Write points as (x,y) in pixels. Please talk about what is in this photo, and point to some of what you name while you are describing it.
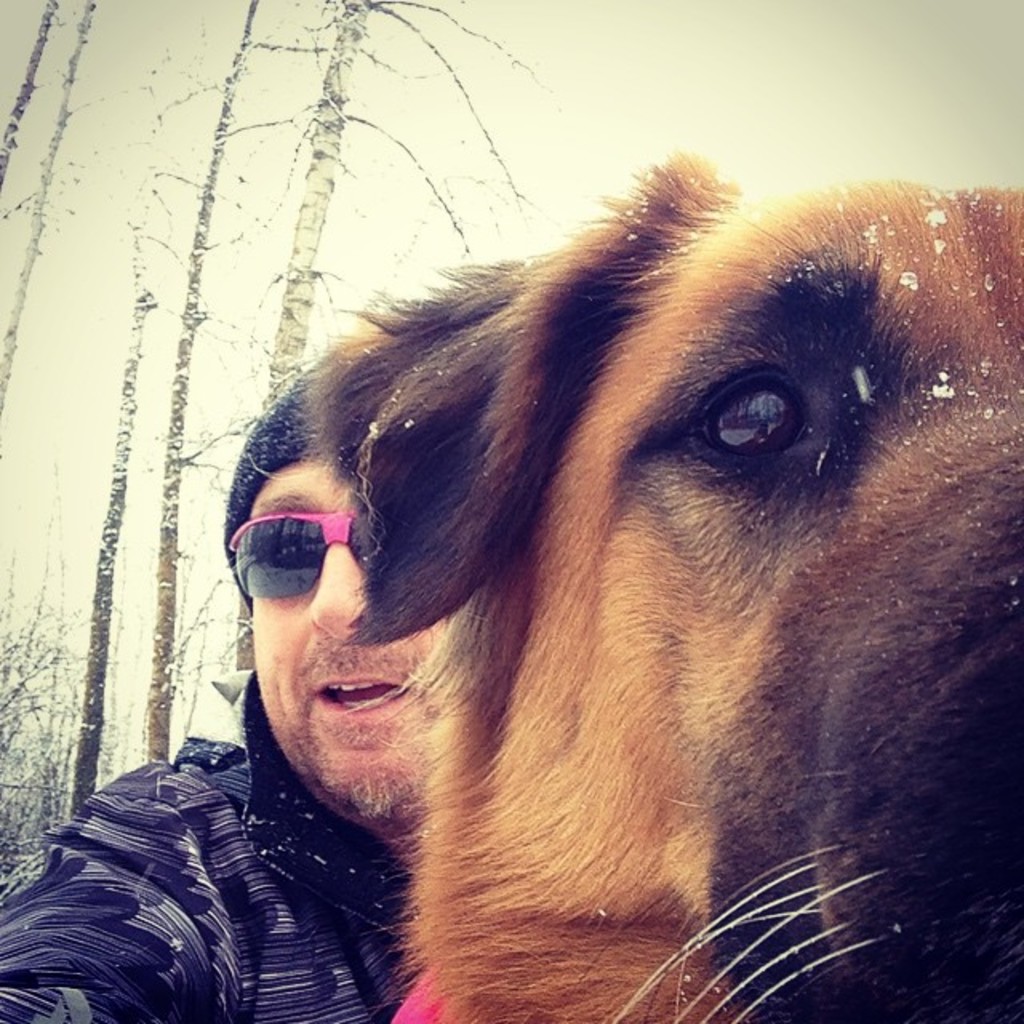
In the picture we can see a man (311,486) holding a dog (980,417) which is brown in color, a man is wearing a dark jacket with black glasses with pink frame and cap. In the background (30,827) we can see a tall trees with snow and sky (48,323).
